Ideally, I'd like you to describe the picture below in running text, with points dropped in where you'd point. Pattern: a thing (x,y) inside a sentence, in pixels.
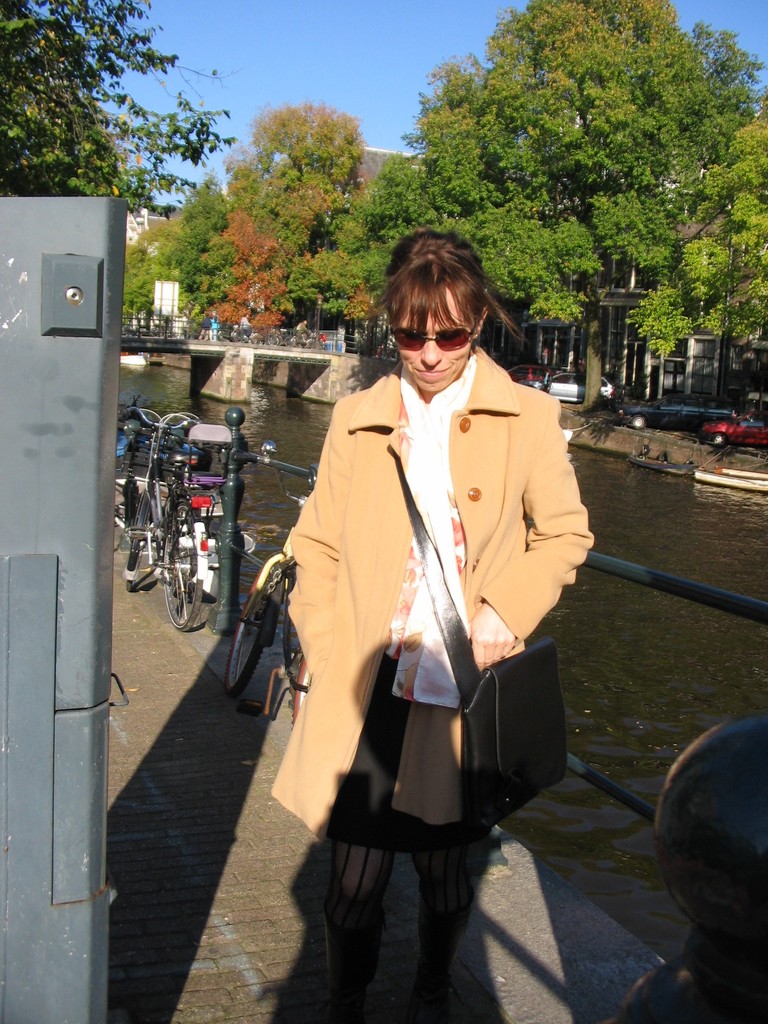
In this image we can see a woman (452,403). She is wearing light brown color jacket (480,517), white scarf (434,459), black dress (374,785) and carrying black color bag (478,682). Behind her fencing (232,475), bicycles (216,483), lake (303,410), bridge (257,344), cars (722,432), boats (699,480), trees (160,257) and buildings (605,340) are there. At the top of the image (266,55) blue color sky (340,52) is present. Left side of the image (70,267) metal thing (67,351) is there.
